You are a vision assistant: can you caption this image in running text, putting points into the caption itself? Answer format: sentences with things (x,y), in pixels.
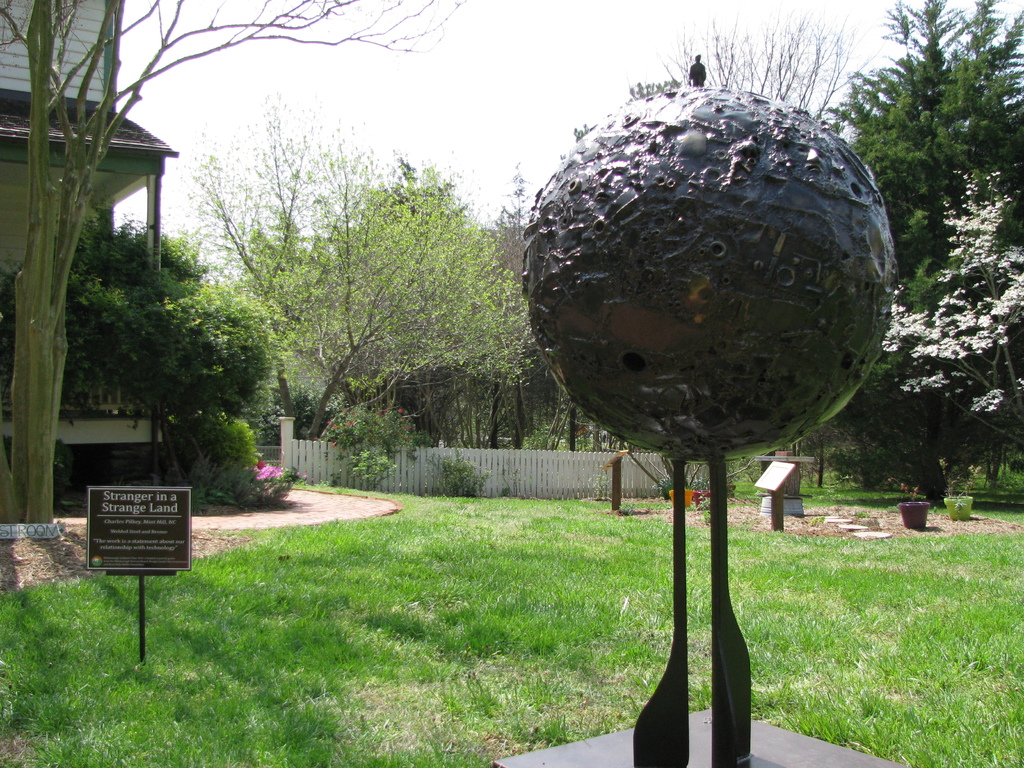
In this image, this looks like a sculpture (575,262) of a ball (698,443), which is attached to the sticks (682,696). Here is the grass (573,715). I can see the boards (781,483) attached to the poles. This is the wooden fence (534,466), which is white in color. This looks like a building (136,151). I can see the trees (505,272). These are the two flower pots (903,510) with plants (948,485). I can see a tree (987,337) with white flowers (986,333). This is the pathway (310,503). I think these are the small bushes (273,484).
